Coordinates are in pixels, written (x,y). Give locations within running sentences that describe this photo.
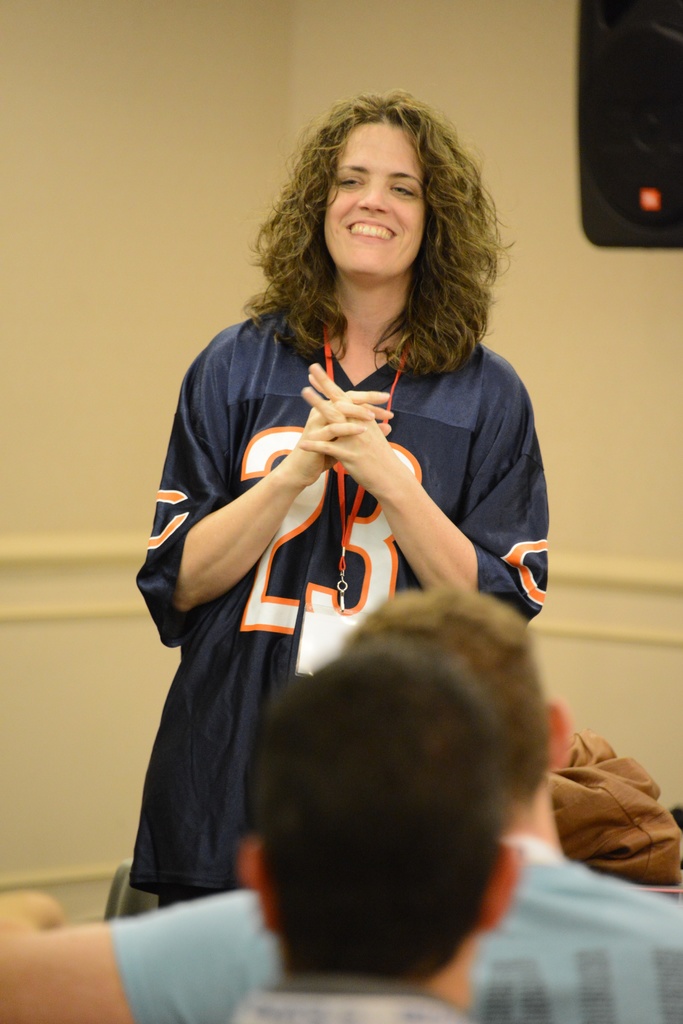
In this image there is a woman (325,567) standing with a smile on her face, in front of the woman (214,839) there is a bag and there are two people (350,827) sitting, behind the woman (324,310) there is a wall (249,281).
